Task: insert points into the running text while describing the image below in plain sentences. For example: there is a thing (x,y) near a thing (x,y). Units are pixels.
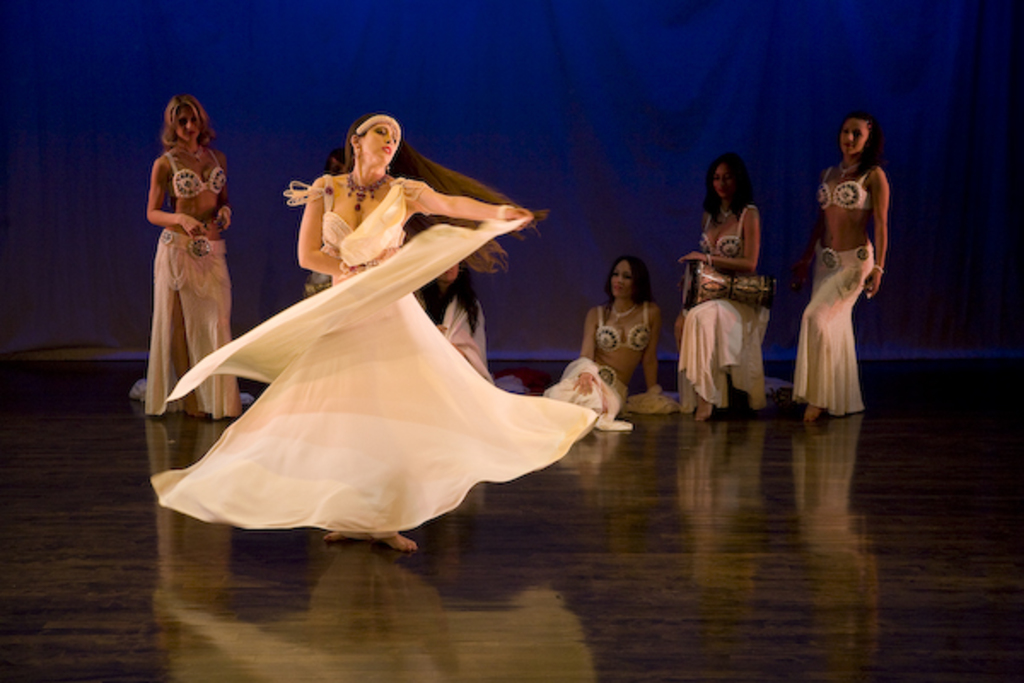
In this image I can see people (164,231), wooden floor (654,515) and blue curtain (300,153). Among them one person (180,385) is dancing. Near that person (365,205) there is a musical drum (717,296).
